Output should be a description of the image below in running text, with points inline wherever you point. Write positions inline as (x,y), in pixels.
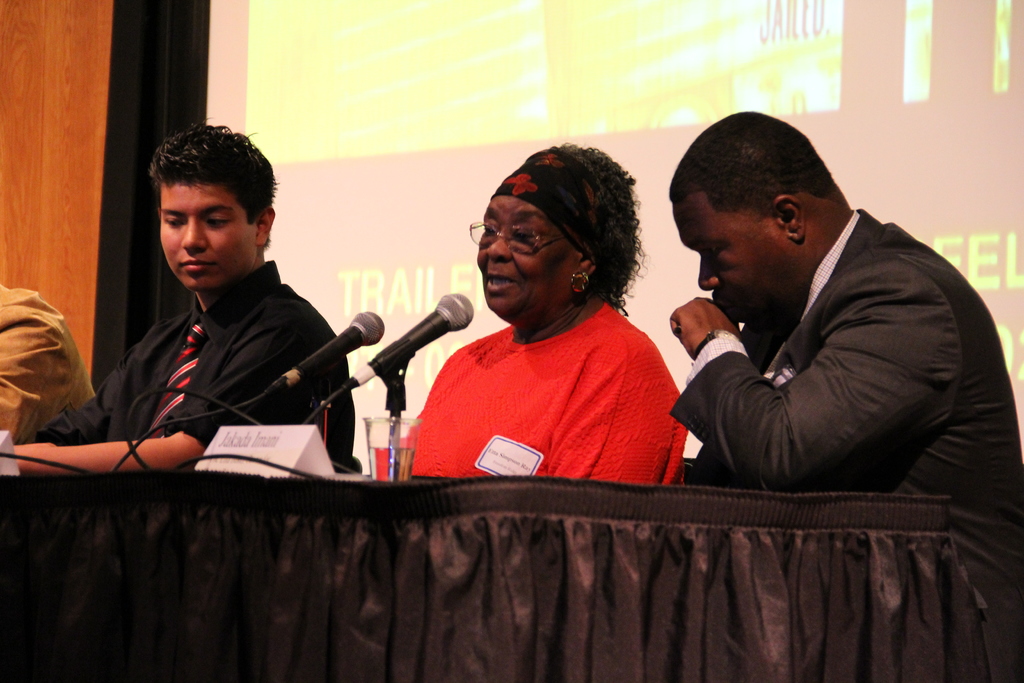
In the foreground of this image (333,617), there is a table (332,588) and on which there is a glass (382,454), board (295,430) and two mics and we can also see four people (721,301) sitting. In the background (536,99), there is a screen (481,99) and a wooden wall (69,78).
